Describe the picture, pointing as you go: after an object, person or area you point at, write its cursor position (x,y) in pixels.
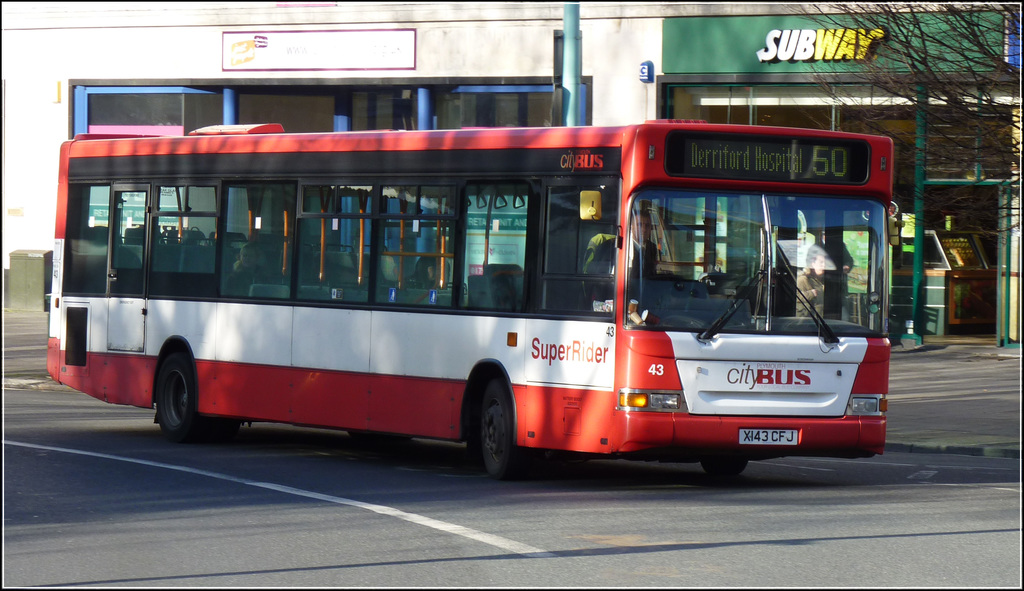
In this image, there is an outside view. There is a bus (509,166) on the road (319,454) which is colored red. There is a building (612,118) beside the bus (606,135) which is in the middle of the image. There is a tree (915,112) in the top right of the image (946,95).
